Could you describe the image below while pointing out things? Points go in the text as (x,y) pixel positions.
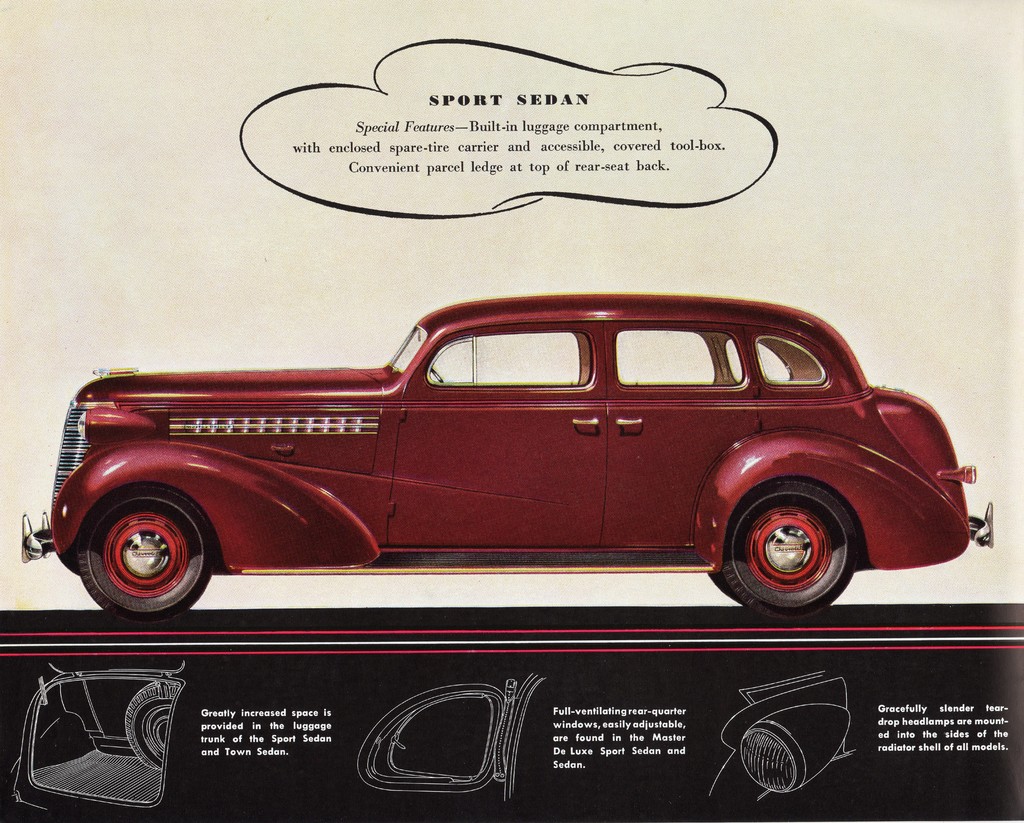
In this image we can see the poster (541,338) with the car (563,409) and there are parts of the car (469,710) at the bottom (146,744) and we can see the text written on the poster (600,277).
